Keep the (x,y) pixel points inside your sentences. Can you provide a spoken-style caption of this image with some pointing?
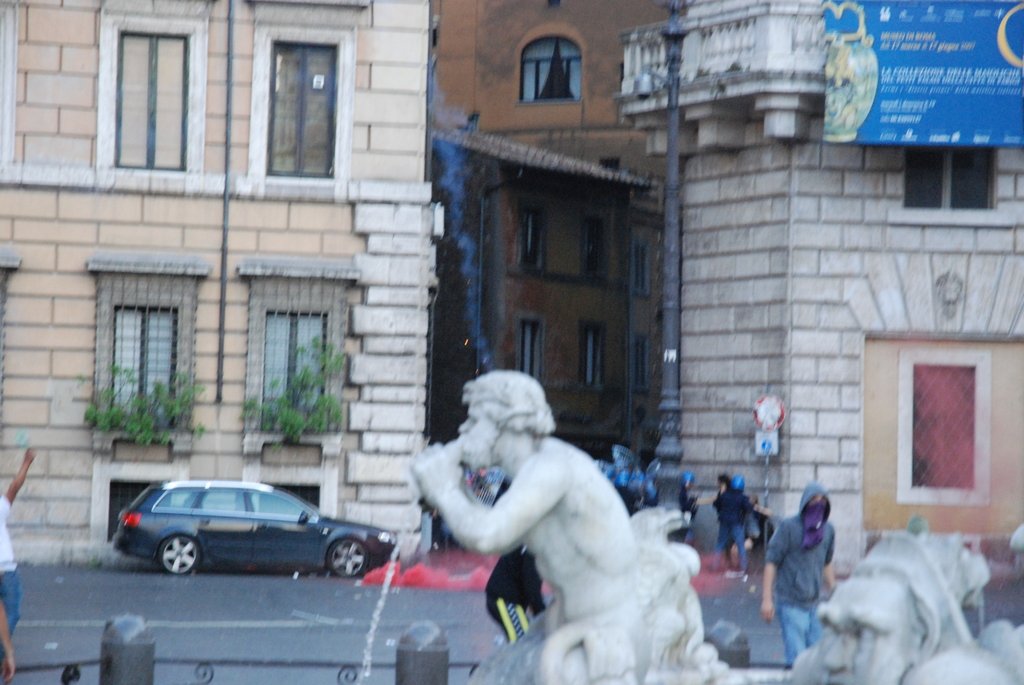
In this image I can see few sculptures (911,636), few people (13,484), a building (418,239), windows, few plants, a board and a car (174,483).
